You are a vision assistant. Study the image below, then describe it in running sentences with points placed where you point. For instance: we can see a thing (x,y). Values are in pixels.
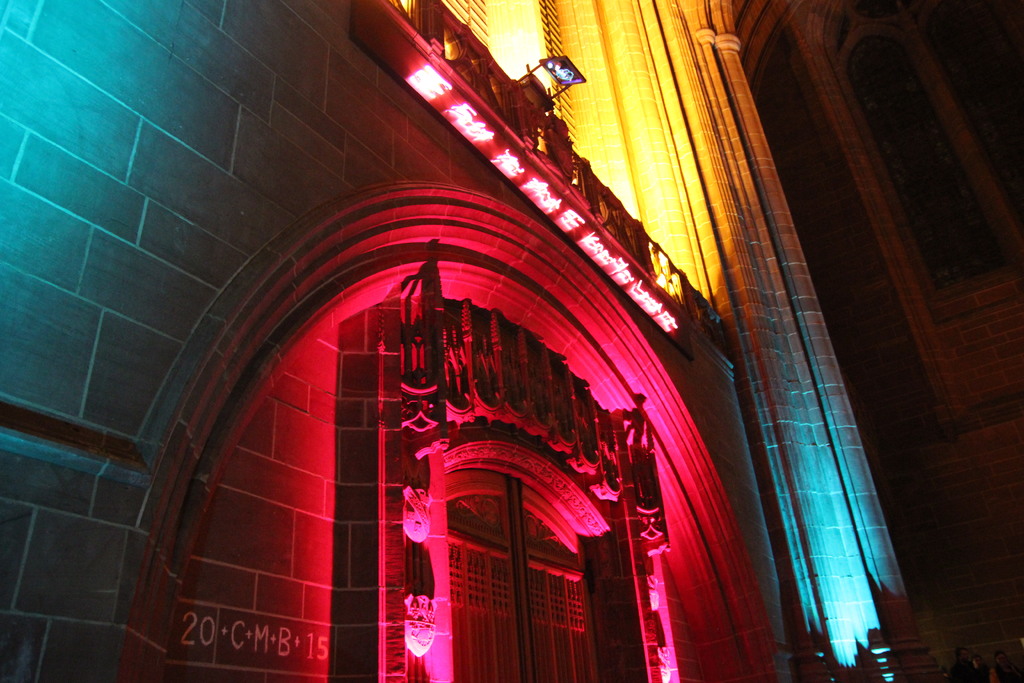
In this image I can see a building (136,125) which is made of bricks (175,189). I can see lighting (563,536) on the buildings (528,419) which are pink, red and yellow in color and to the right bottom of the image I can see few persons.
